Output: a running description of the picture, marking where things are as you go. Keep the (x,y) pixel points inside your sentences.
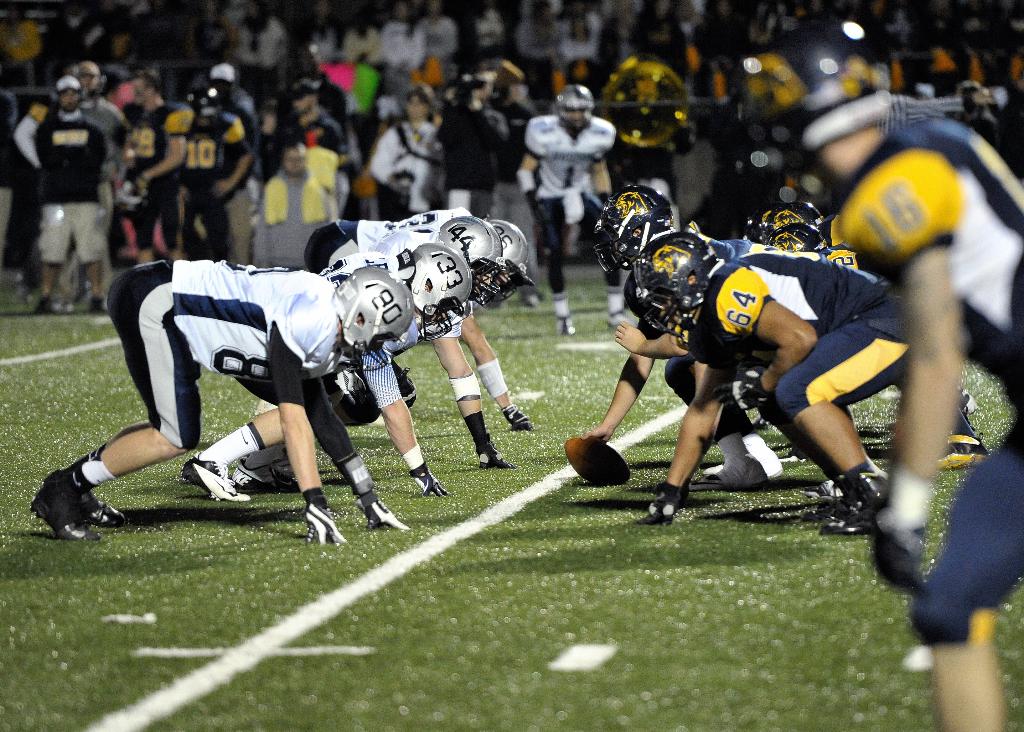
This picture describes about group of people (447,310), few people (441,324) wore helmets (622,191) and they are playing game in the ground (509,445), in front of them we can see a ball (583,464), in the background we can find few lights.
